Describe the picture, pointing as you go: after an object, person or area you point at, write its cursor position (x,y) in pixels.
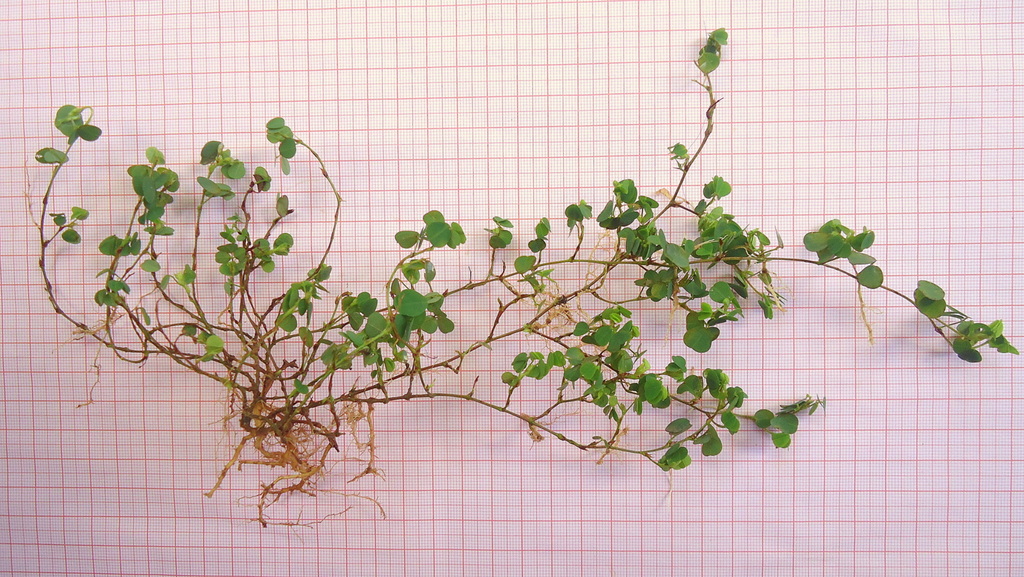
In this image I can see a plant (326,268) which is green and brown in color on the graph paper (350,160).
